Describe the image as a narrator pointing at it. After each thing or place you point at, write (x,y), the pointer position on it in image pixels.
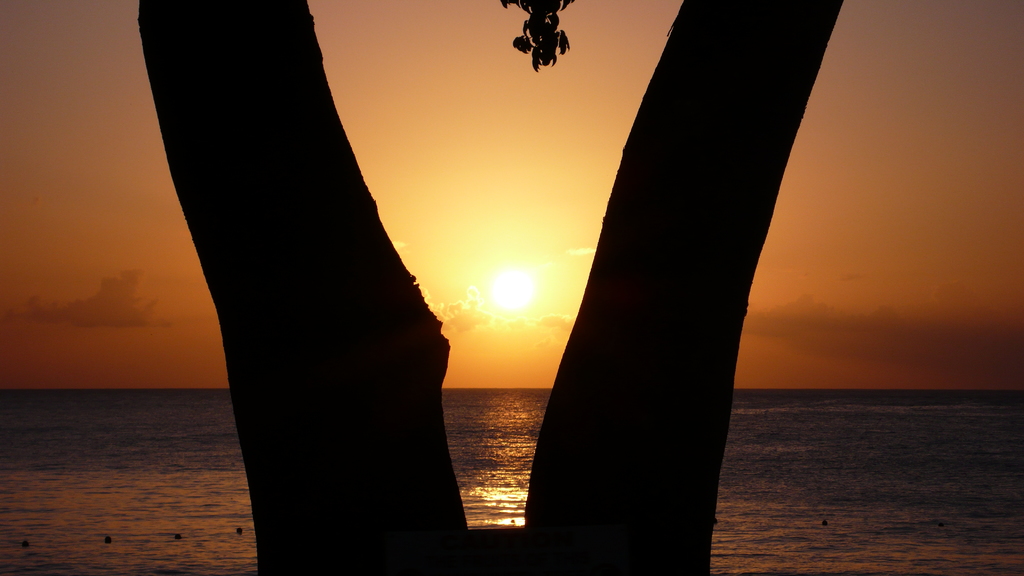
In the middle of the image (641,362) there is a tree (296,569). Behind the tree (678,556) there is water (894,447) and clouds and sky (514,240) and sun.
